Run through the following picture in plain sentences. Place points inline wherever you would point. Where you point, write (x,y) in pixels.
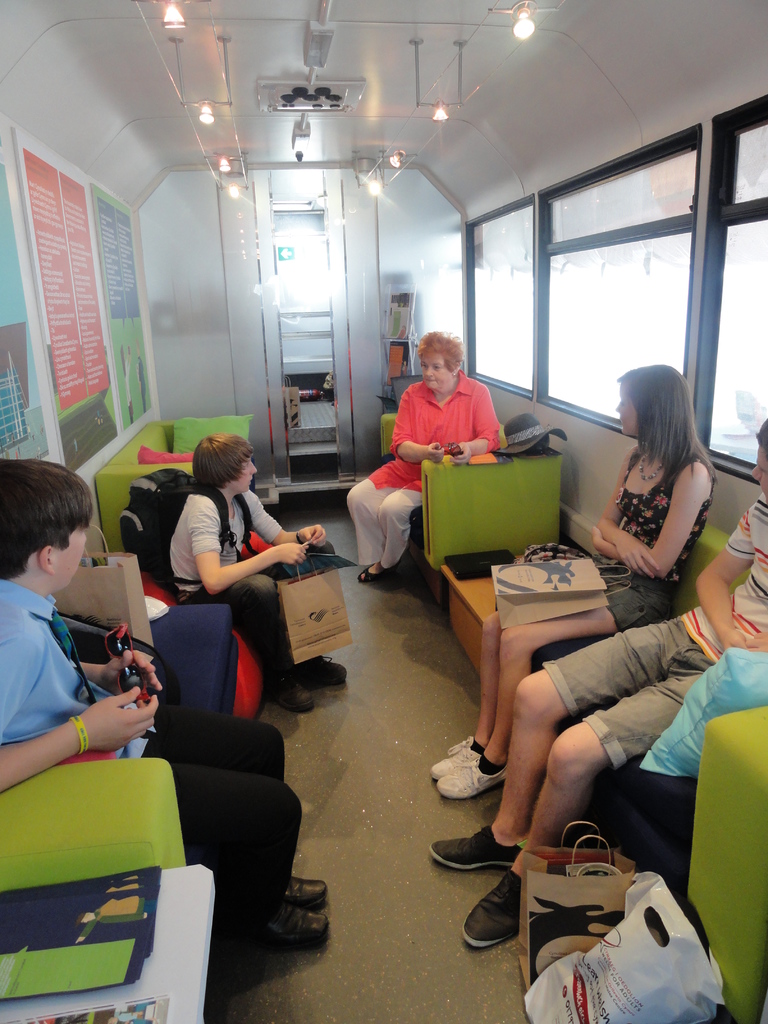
In this picture I can see there is a woman (420,467) sitting to the right side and she is wearing a pink shirt (440,423) and a white pant (417,507). There is a boy (210,513) sitting at the left side (141,536) and he is wearing a bag (130,536) and holding a carry bag (305,629). There is a person (46,736) next to him, he is wearing a blue shirt (26,658), black pant (257,825) and holding glasses (121,635). There is a woman (610,604) sitting to right (644,600) and she is looking at the woman (457,419) sitting next to her. There is another boy (766,432) here to the right (759,617). There is a window (762,302) and there are lights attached to the ceiling (96,144).
